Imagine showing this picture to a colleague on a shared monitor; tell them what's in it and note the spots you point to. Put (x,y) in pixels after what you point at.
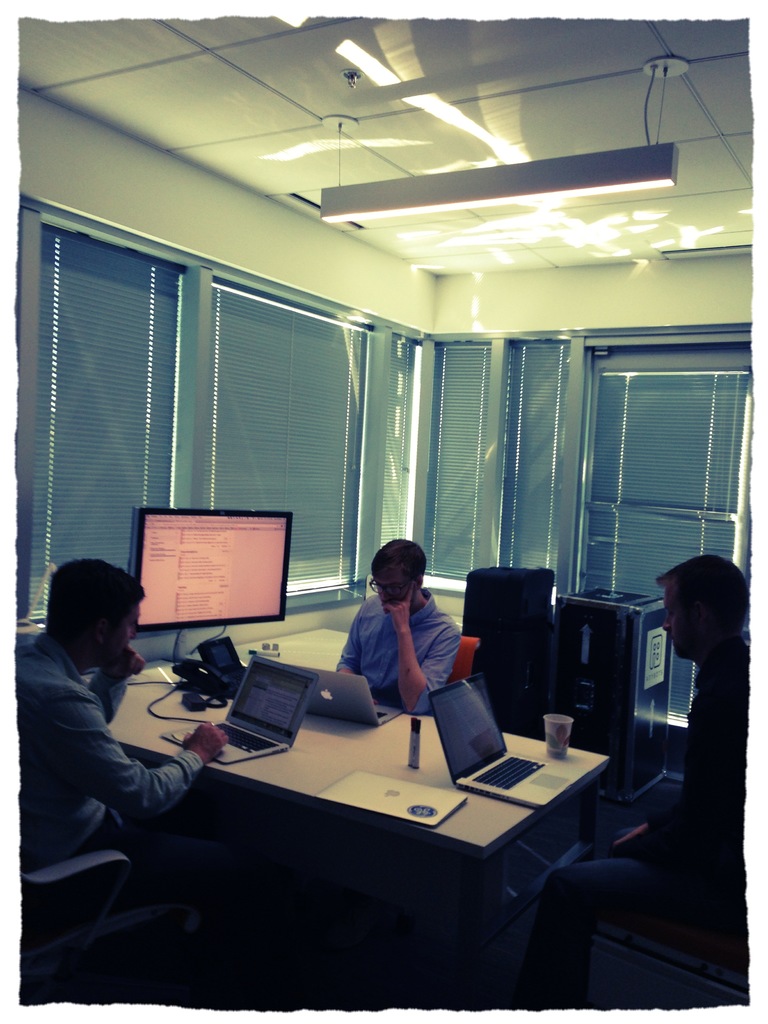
In this image there is a table (393,743) on that table (369,735) there are laptops (308,688), telephones (187,677) and a glass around the table (516,745) there are three persons (428,668) sitting on chairs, in the background (672,495) there is a wall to that wall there are glass doors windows (262,507), monitor (168,586).
